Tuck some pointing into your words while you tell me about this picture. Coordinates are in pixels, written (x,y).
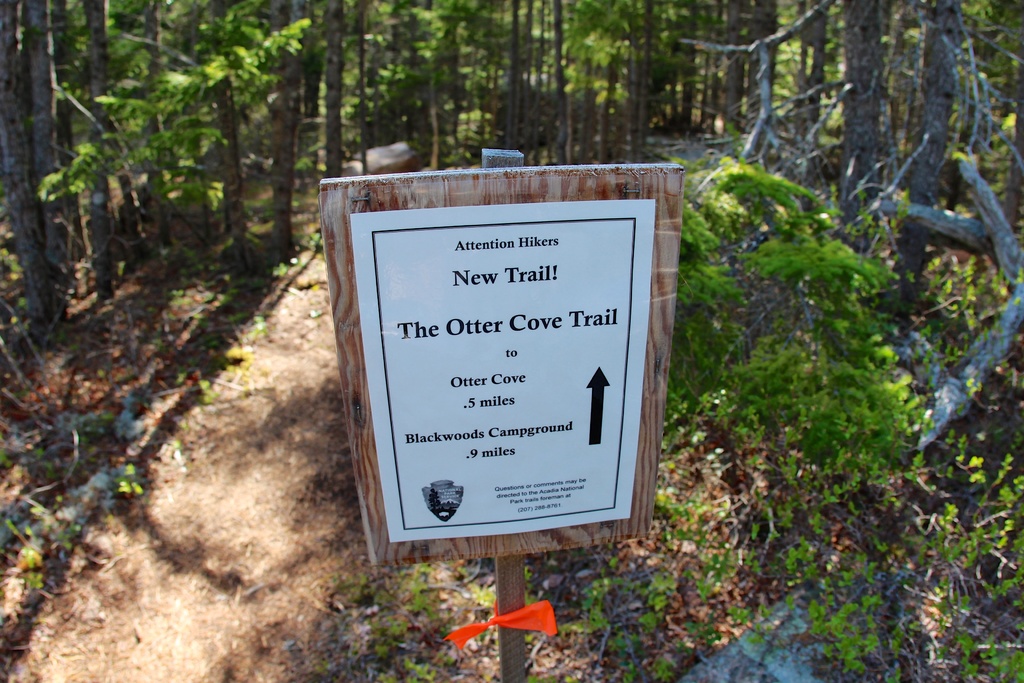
In this picture I can see there is a board (551,184) and it has a paper (516,363) pasted on it and there are plants (815,406) and trees (798,334) in the backdrop (809,462).
